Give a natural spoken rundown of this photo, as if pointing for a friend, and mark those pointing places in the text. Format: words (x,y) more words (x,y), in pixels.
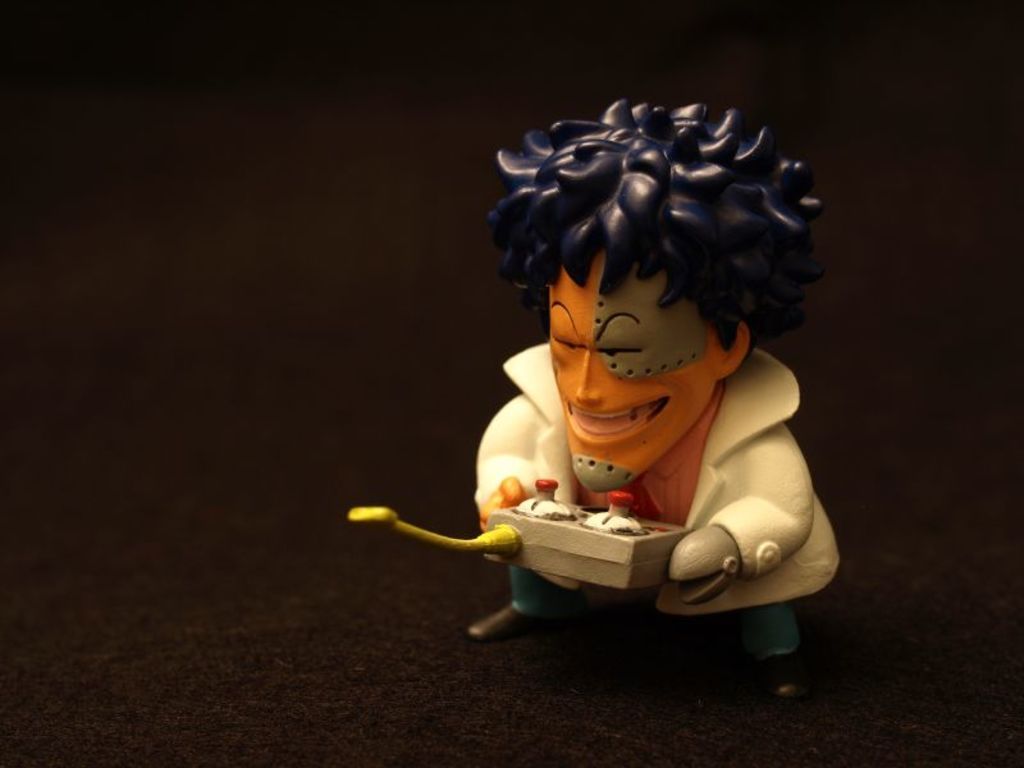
In this image I can see a toy person (710,501) and the person (831,544) is wearing white blazer (818,532), orange shirt (683,482) and holding some object (396,524) and I can see dark background (852,235).
